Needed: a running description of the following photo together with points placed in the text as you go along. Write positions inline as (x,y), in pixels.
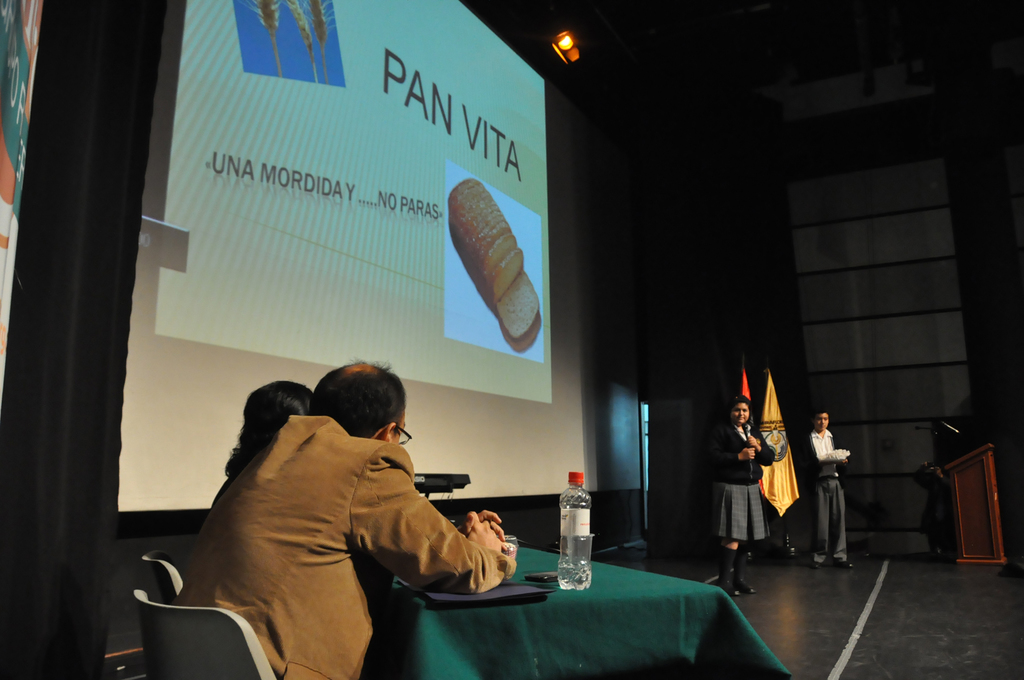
In this picture there are two people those who are sitting at the left side of the image (331,610) on chairs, by resting their hands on table (555,561), there is a bottle (570,586) and a file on the table (608,567), there are two people (747,537) those who are standing at the right side of the image (833,476), there is a wooden desk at the right side of the image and there is a projector screen (175,310) at the left side of the image (158,291), a spotlight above the stage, it seems to be a school event.
